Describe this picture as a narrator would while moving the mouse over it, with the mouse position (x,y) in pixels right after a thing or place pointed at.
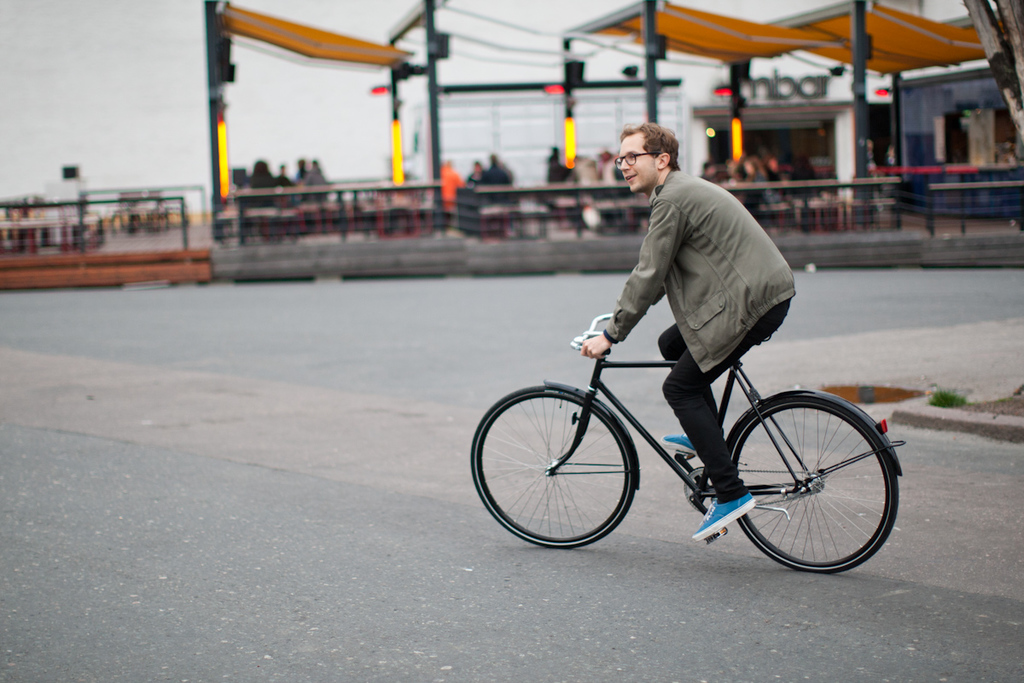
This picture shows a man (671,136) riding a bicycle (476,432) and we see few people (485,179) seated.
